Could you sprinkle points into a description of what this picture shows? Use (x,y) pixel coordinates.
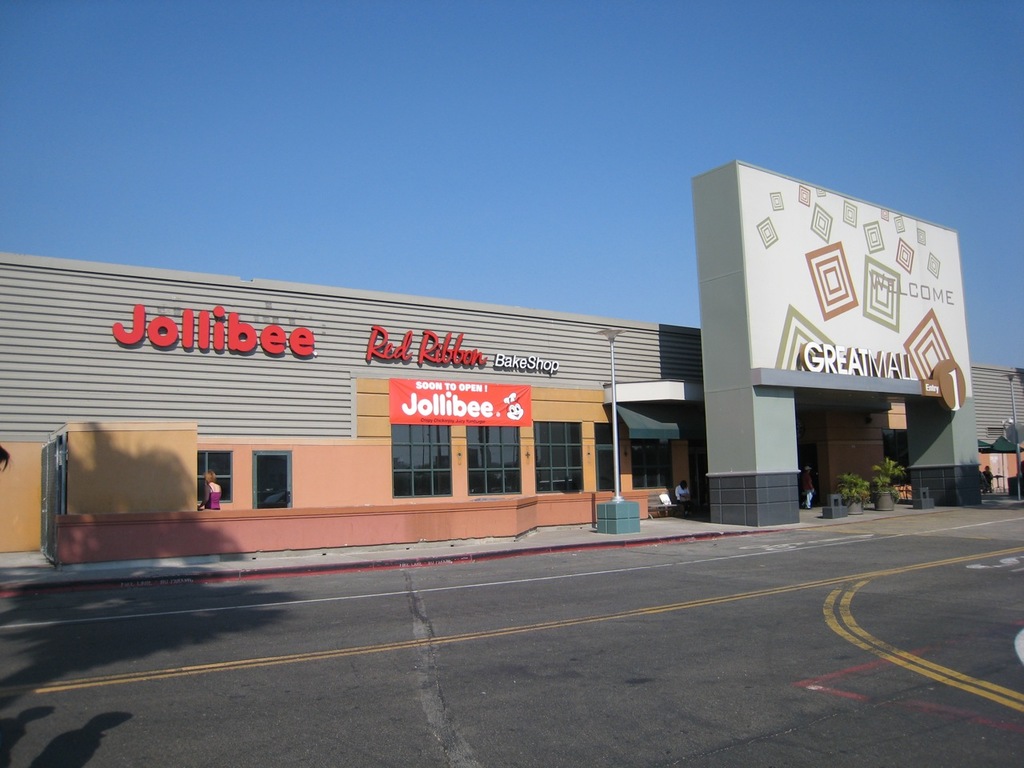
In the middle (589,475) it looks like a store (631,451), this is the road (608,660). At the top (500,138) it's a sky (493,138).
